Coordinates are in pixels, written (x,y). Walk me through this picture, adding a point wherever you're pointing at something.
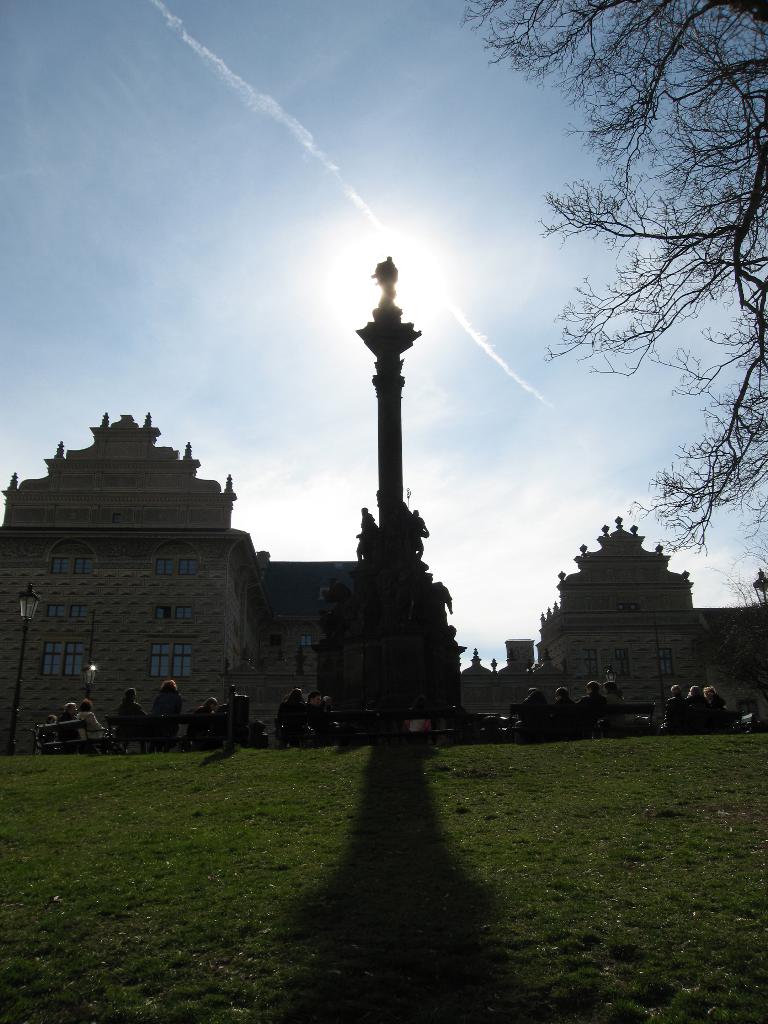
At the bottom of the image (321,892) there is grass (596,829). There are people (57,723) sitting on benches (359,714). In the center of the image (378,563) there is a statue (383,582). In the background of the image (321,573) there are buildings (189,626). To the right side of the image (721,500) there is a tree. At the top of the image (235,125) there is sky (244,177).
